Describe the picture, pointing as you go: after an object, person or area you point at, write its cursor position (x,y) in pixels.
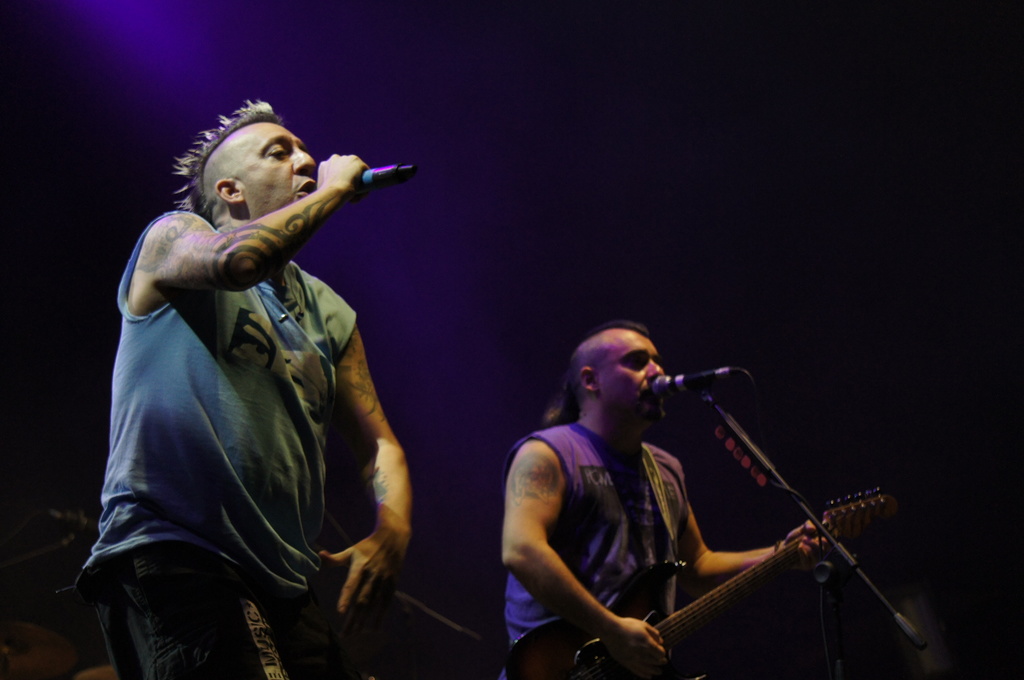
In this picture we have a man (297,189) standing and singing a song in the microphone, another man (557,615) standing and playing a guitar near the microphone (657,379).
